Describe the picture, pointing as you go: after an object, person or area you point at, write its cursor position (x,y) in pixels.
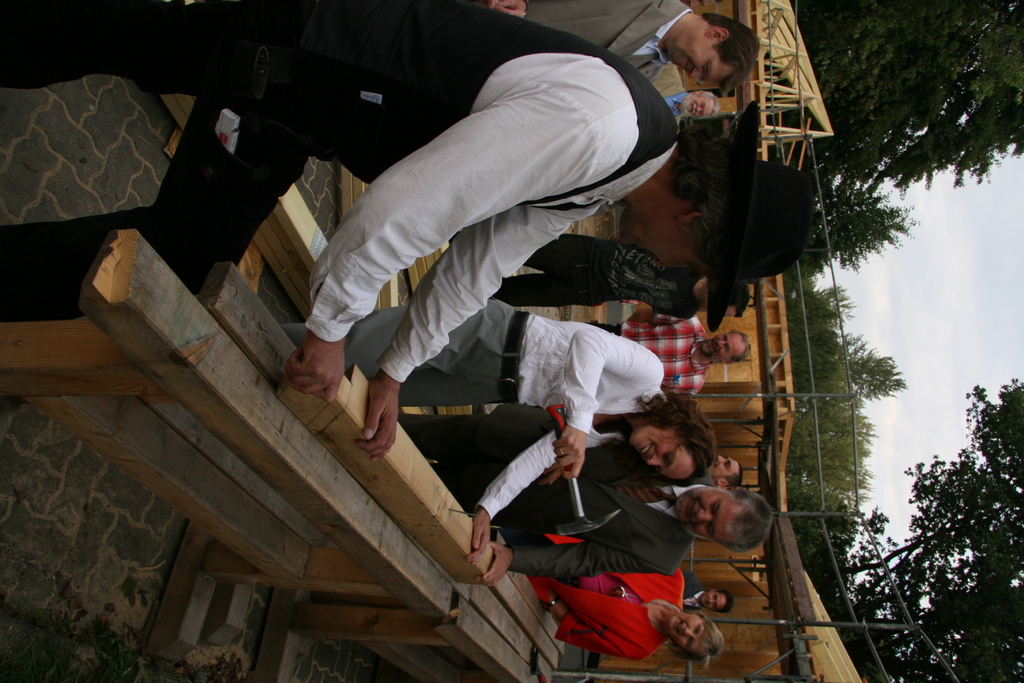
In the picture we can see some people (6,248) are standing near the wooden table (364,555) on it we can see a wooden plank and some people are hitting on it and in the background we can see some people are standing near the wooden wall (734,556) and behind it we can see a trees (869,523) and a sky (913,407).
